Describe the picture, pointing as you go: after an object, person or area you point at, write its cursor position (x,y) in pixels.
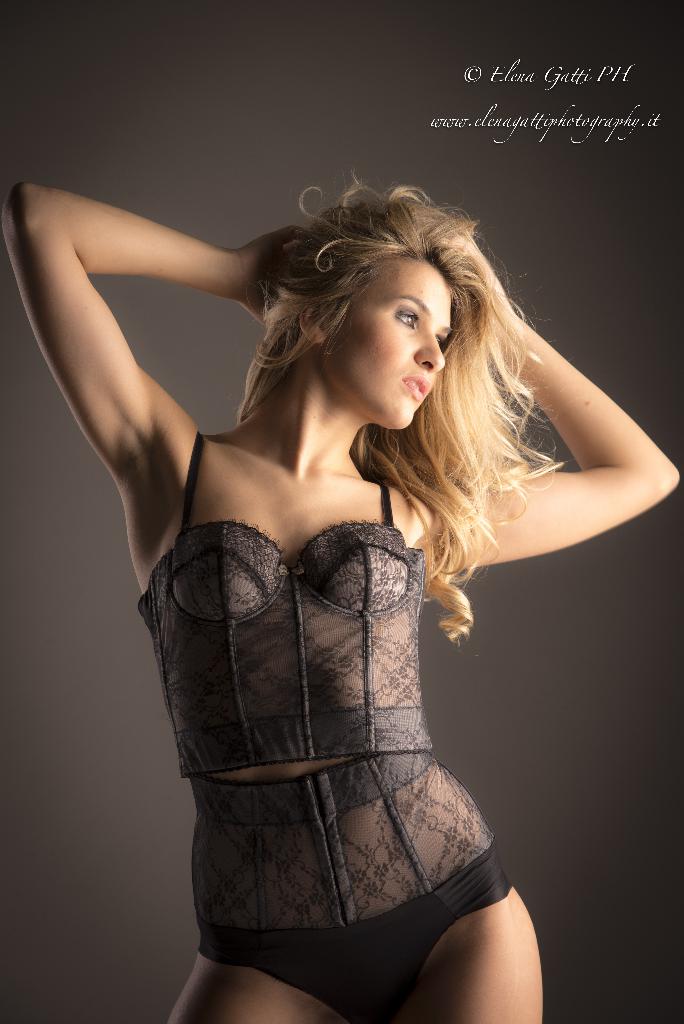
In this image a lady (334,520) is standing wearing black lingerie (305,721).
